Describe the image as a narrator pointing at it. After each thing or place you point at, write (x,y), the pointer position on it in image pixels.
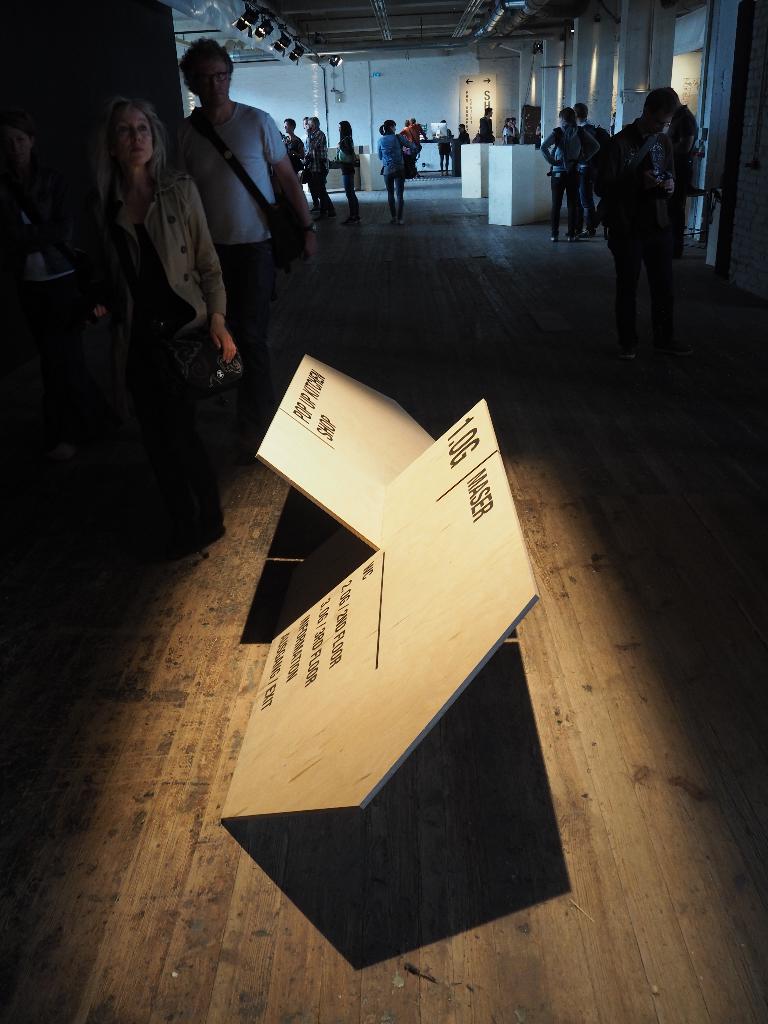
In the center of the image (387,543) there are boards (333,429) with some text (333,429). There are people (641,139) walking. At the bottom of the image (416,964) there is wooden flooring (355,984). In the background of the image (331,133) there is wall (271,93). At the top of the image (348,21) there is ceiling (435,19) with lights (270,24).
